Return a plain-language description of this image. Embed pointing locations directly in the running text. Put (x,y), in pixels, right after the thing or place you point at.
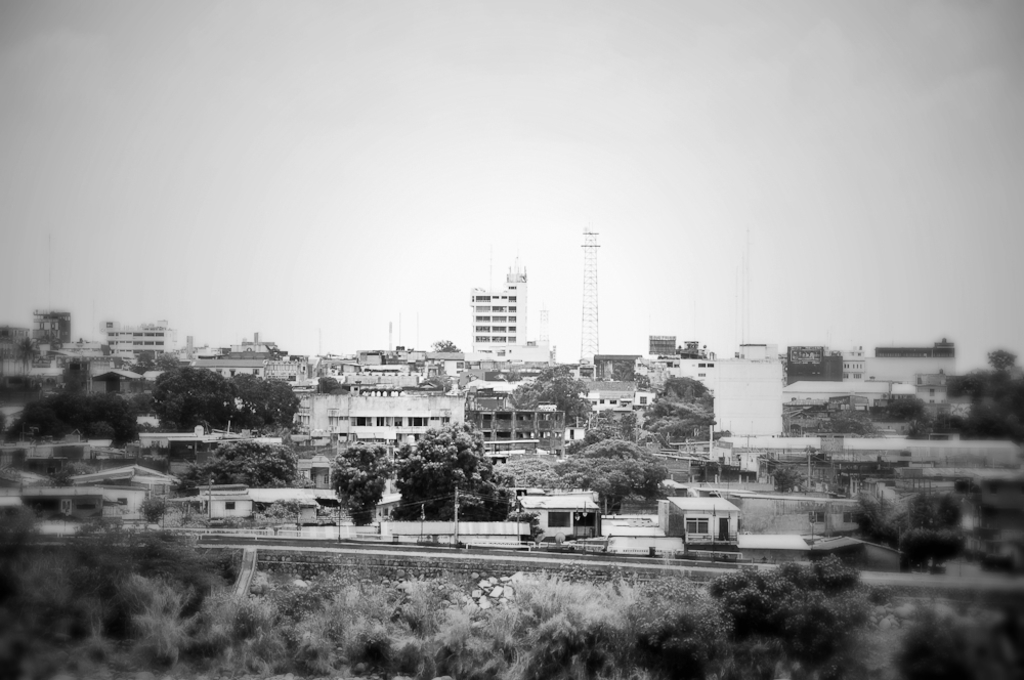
In this picture I can observe buildings (408,426) and trees (354,505). There is a tower (588,302) in the middle of this picture (586,310). In the background (601,344) there is a sky (347,187). This is a black and white image.
